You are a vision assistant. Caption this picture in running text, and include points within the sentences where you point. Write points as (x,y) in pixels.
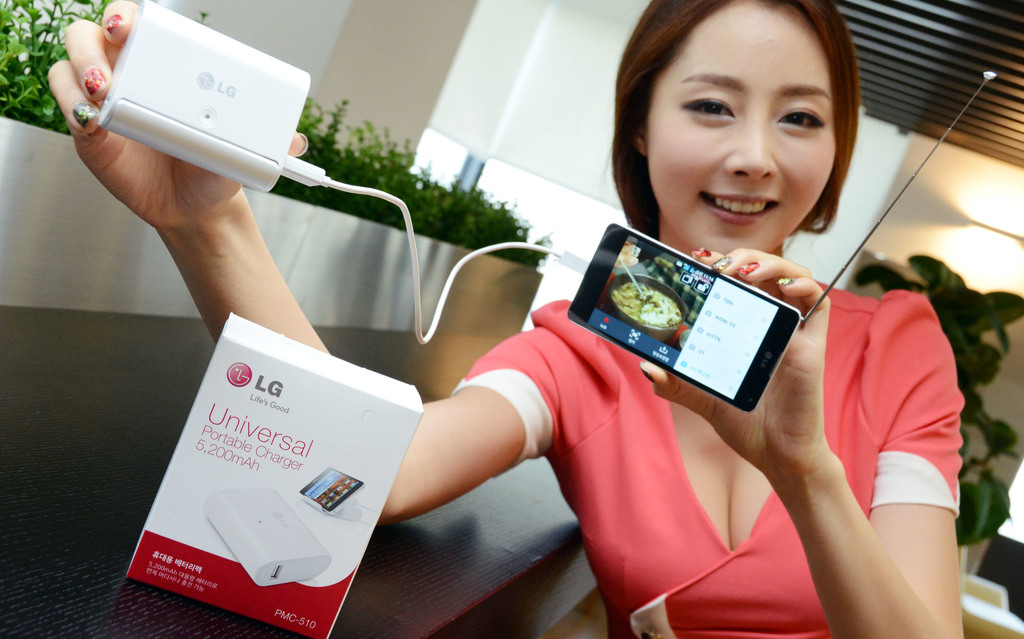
This is the woman (815,420) standing and smiling. She is holding a mobile phone (693,316), which is connected to a portable charger (200,106). This is a small cardboard box (313,539) of a portable charger (286,459), which is placed on the table (413,572). These are the plants (327,139). In the background (959,305), that looks like a houseplant (967,350).
